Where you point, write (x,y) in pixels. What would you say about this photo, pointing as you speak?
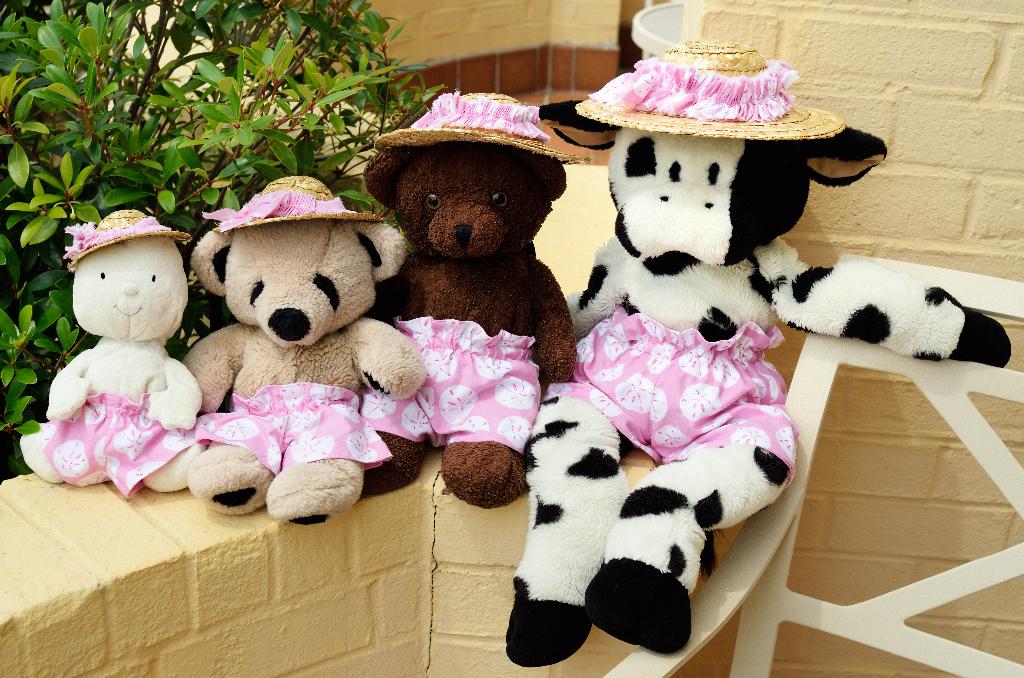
In the image there are teddy bears (671,255) with hats (799,115) on the wall (31,561), behind it there is a wall (875,525).
